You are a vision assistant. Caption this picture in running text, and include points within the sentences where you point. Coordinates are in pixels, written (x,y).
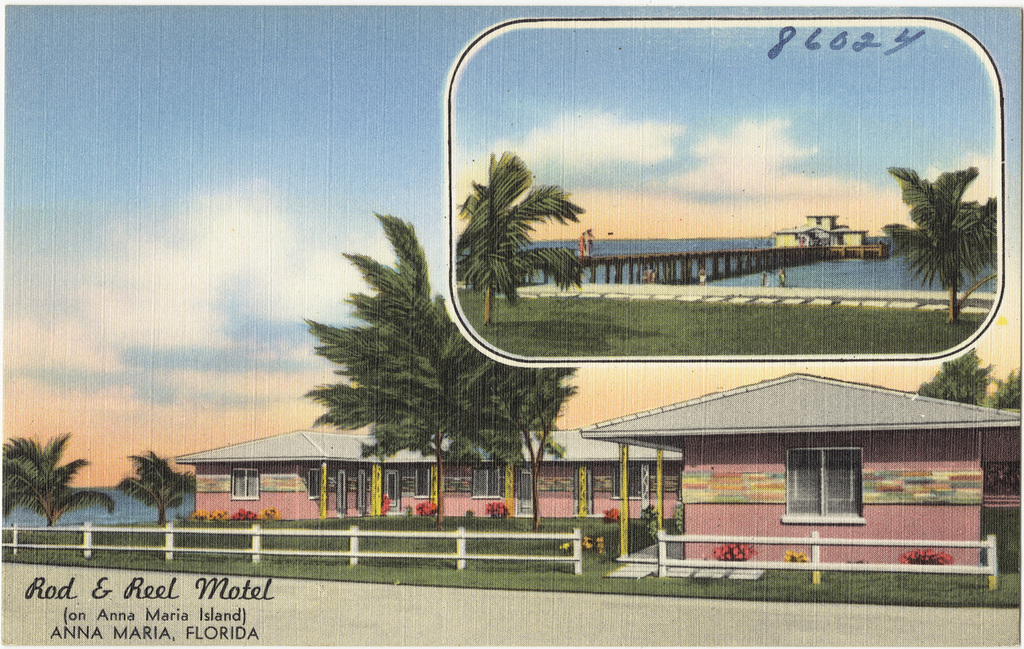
In this image I can see houses (829,422) and in front of the houses (819,435) I can see trees (412,401) and the sky (469,179), bridge (757,249) and lake (837,271) at the top (829,187).
